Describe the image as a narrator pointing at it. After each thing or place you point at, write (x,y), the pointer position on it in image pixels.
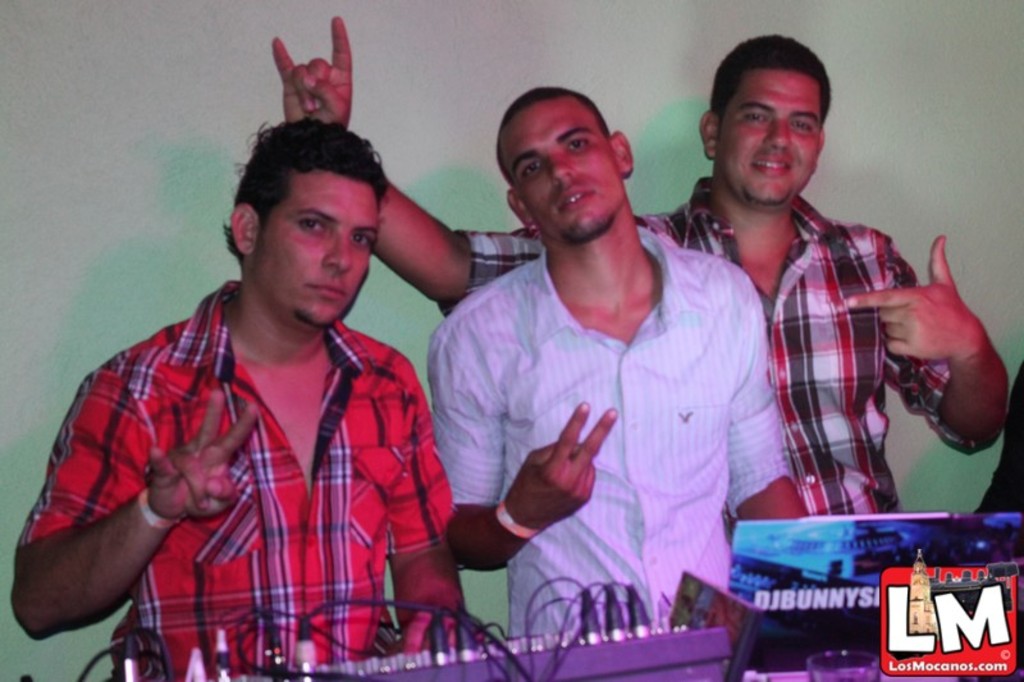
In the image we can see three men (471,374) standing, they are wearing clothes (700,424). These are the cable wires (617,626), watermark (923,638) and musical instrument (638,673). This is a wall (108,40) and hand band (502,507).
